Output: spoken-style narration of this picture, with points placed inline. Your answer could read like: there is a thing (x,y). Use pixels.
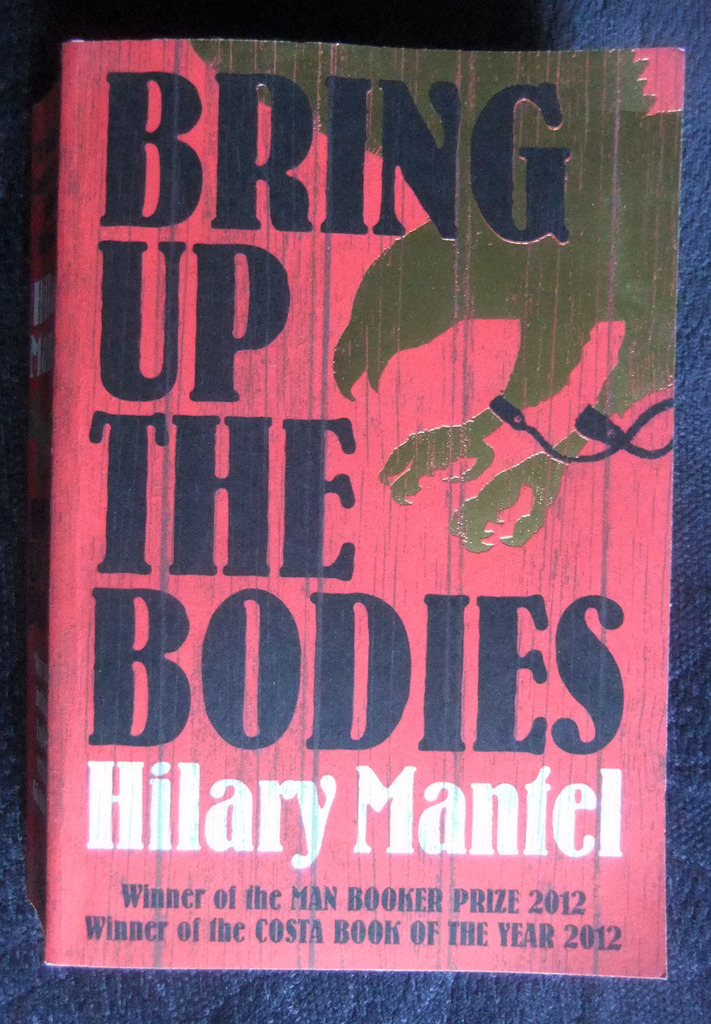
In this image we can see cover of a book (340,420) on which it is written as bring up the bodies which is of pink color.
